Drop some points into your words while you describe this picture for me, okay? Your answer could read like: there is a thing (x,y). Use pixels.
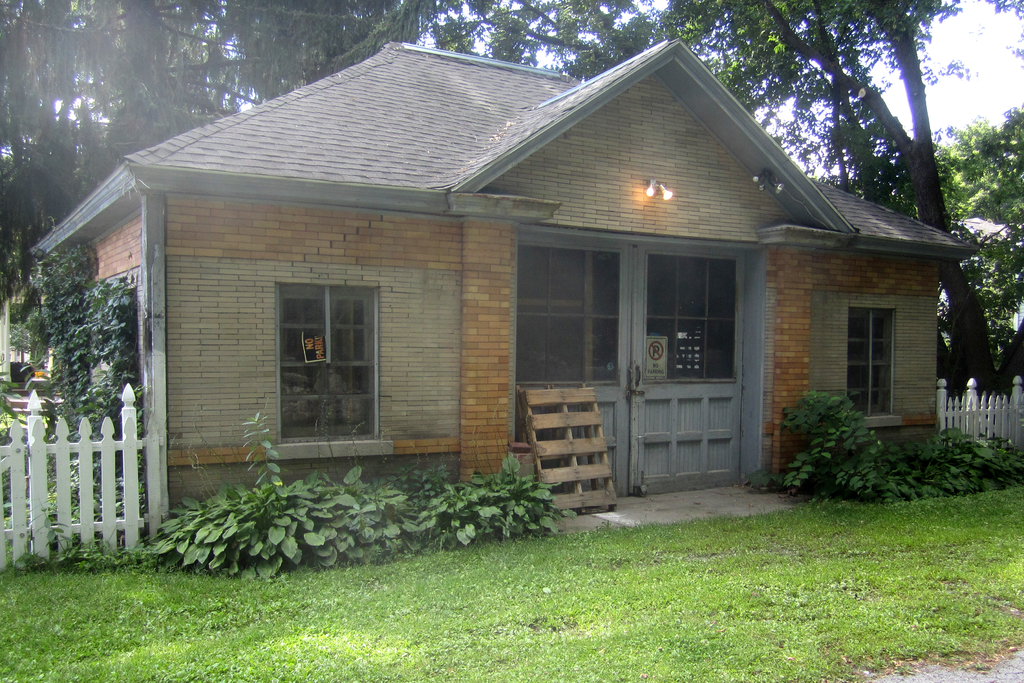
In this picture we can see a house (680,94) and some plants (897,500) beside the house (222,431). There is a board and some lights (667,195) on this house (631,376). We can see some fencing (17,424) from left to right. Few trees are visible in the background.
